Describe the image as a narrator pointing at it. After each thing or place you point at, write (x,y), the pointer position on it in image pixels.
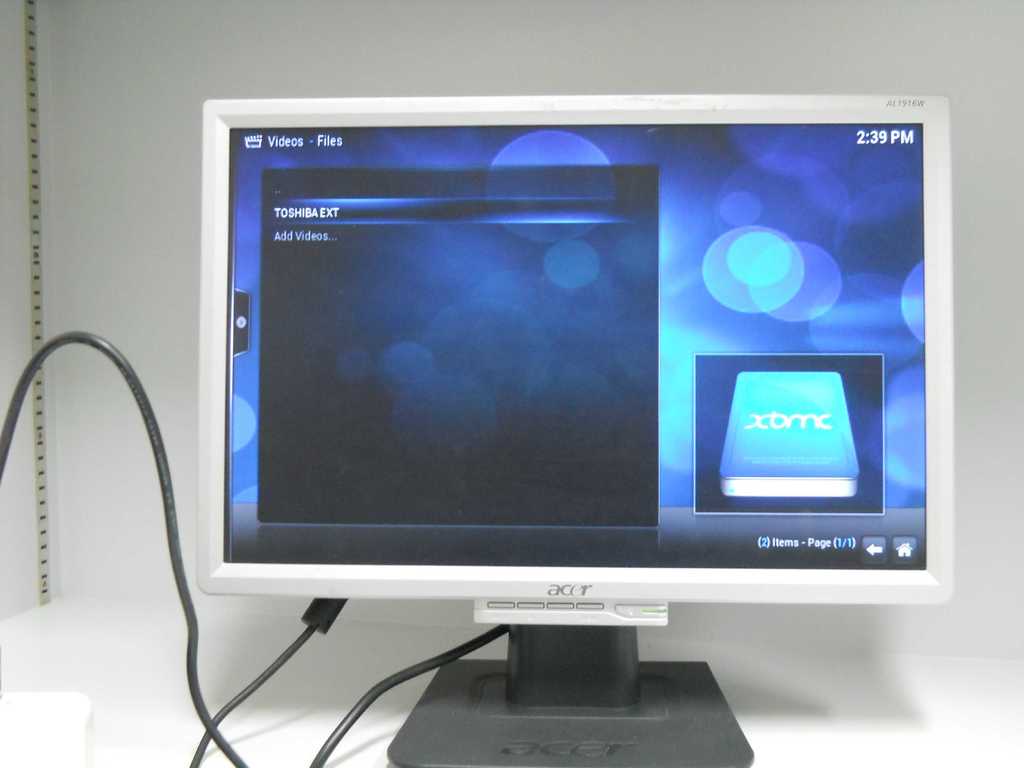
In this image we can see a computer (611,625) placed on the table (870,756). In the background (447,65) there is a wall (203,89).
